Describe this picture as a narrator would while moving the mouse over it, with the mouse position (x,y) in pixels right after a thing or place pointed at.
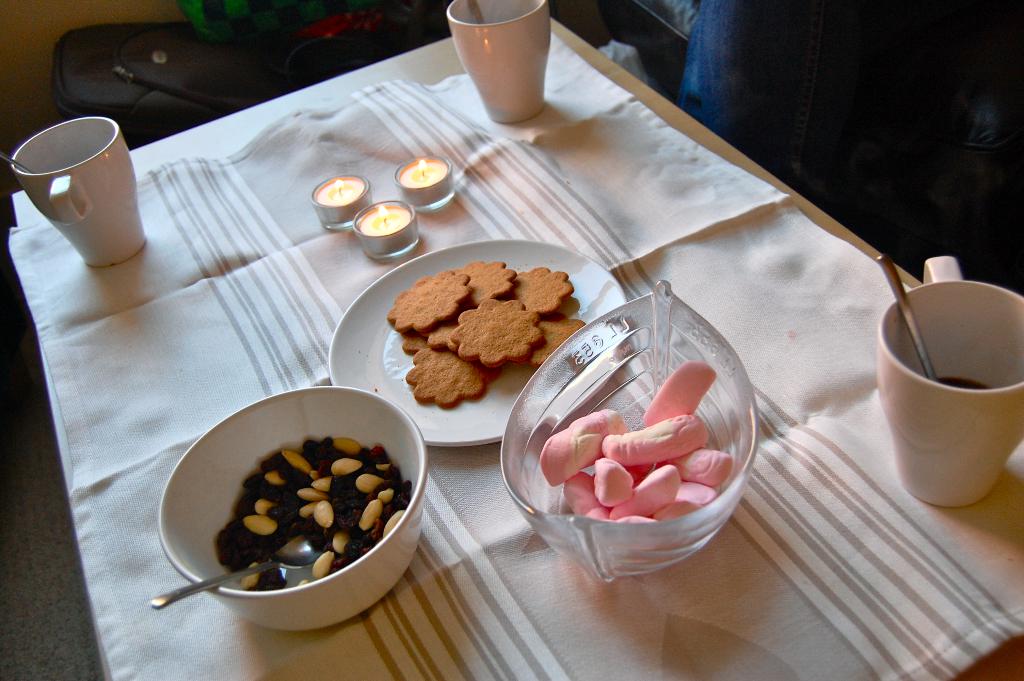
This image consists of a table (604,642) covered with a white cloth (647,593) on which there are cookies (412,349) along with nut (317,487) in a bowl (290,598). And there are three candles (394,225) kept on the cloth (341,281).
